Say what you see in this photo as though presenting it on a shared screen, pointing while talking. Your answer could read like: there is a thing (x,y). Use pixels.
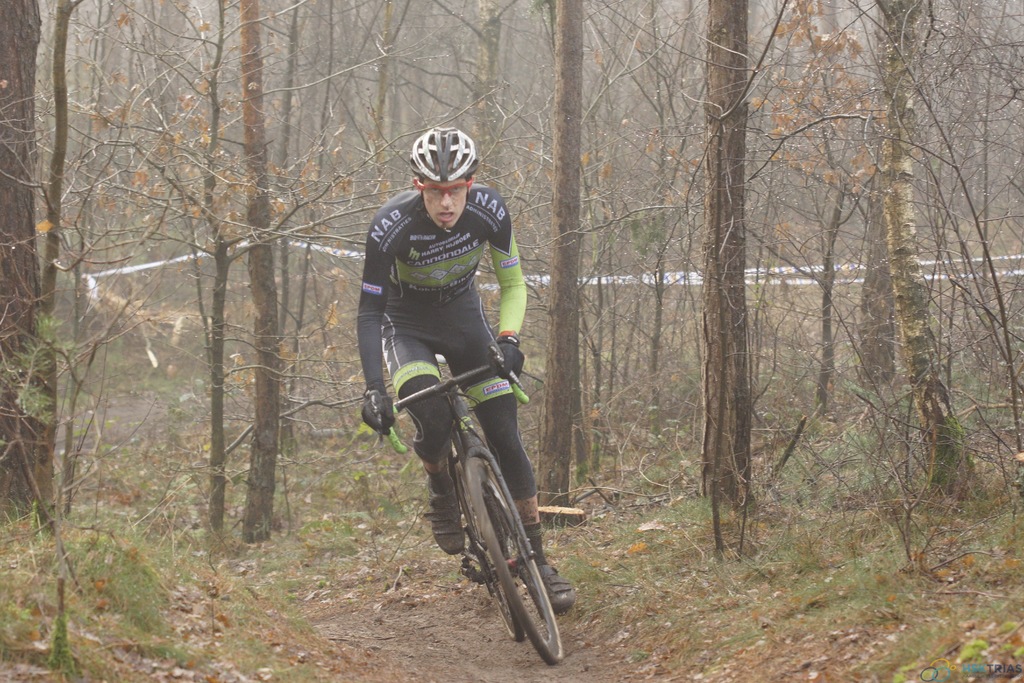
In this image I can see a person (472,268) riding a bicycle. The person (525,295) is wearing black and green color dress (469,311), background (73,184) I can see dried trees (135,75).
